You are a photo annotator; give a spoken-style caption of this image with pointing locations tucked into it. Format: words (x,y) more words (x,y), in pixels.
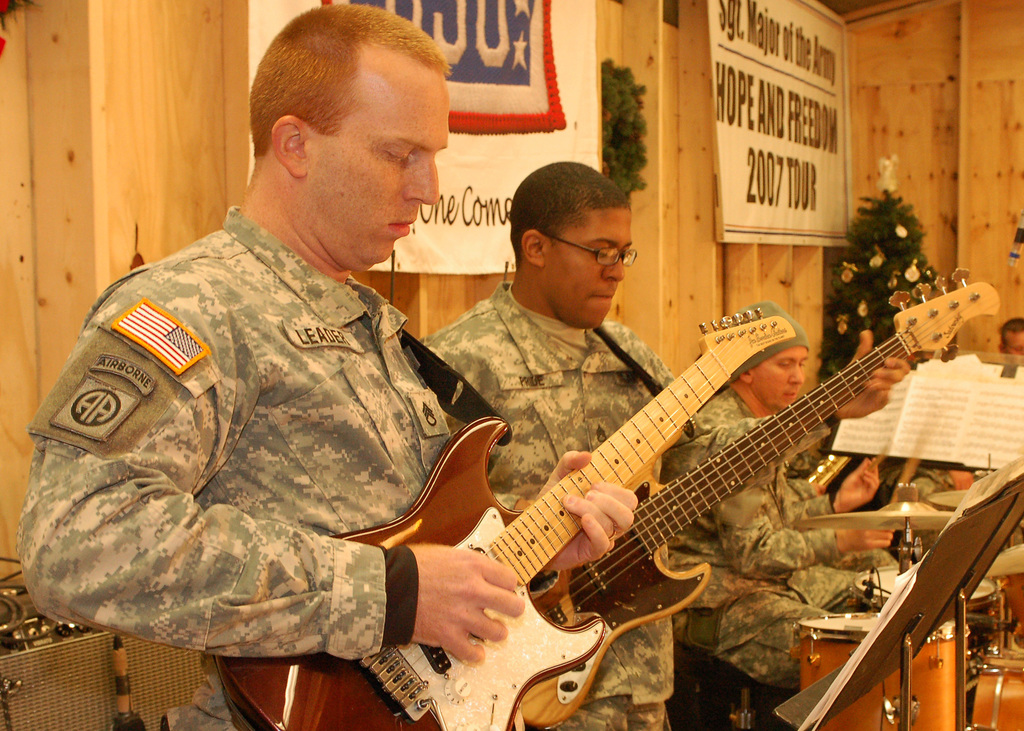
In the image we can see there is a man (609,522) who is holding guitar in his hand (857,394) and there are another people (817,432) who are playing musical instruments (829,479).
